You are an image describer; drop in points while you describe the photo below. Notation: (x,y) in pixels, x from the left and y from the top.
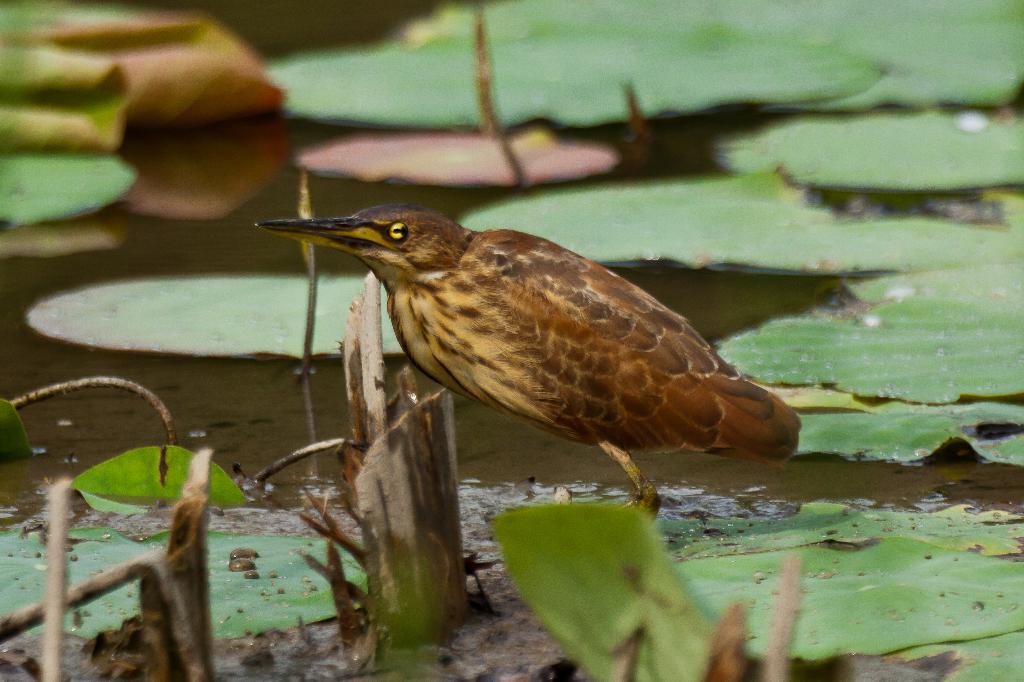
In the picture we can see a bird (526,343) which is brown in color on the leaf (662,549) and there are some leaves (751,629) on water (343,420).
